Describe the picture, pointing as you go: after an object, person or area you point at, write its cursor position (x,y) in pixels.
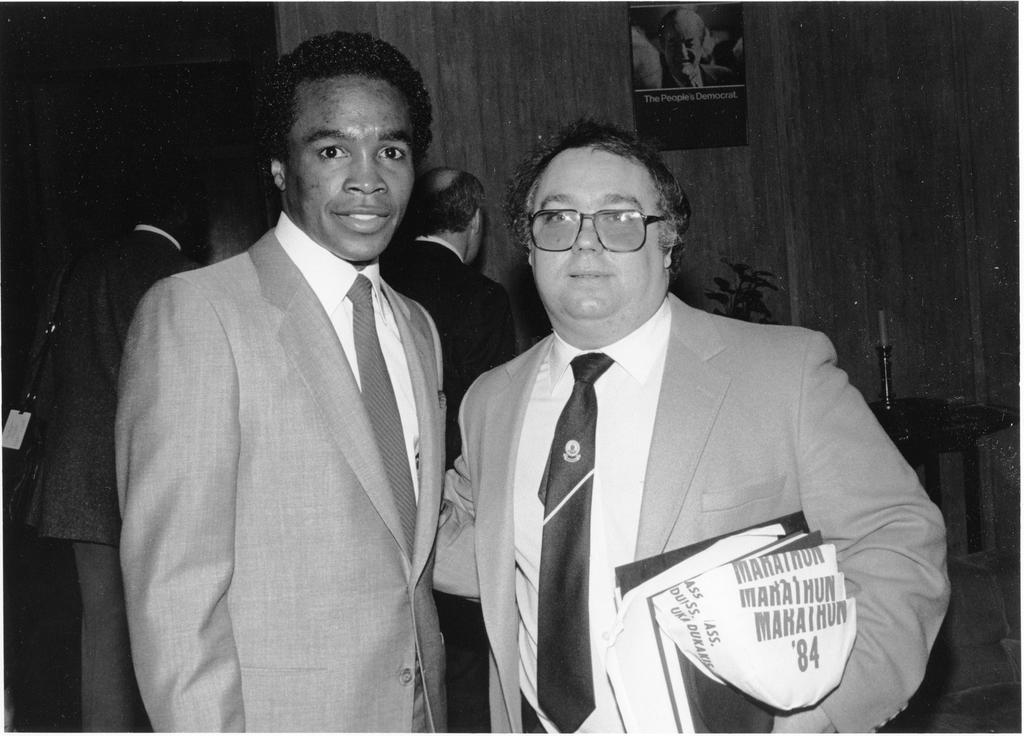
This is a black and white image. There are a few people (745,483). We can see a table (946,448) with an object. We can see a plant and the wall (781,100) with a poster (676,104).
